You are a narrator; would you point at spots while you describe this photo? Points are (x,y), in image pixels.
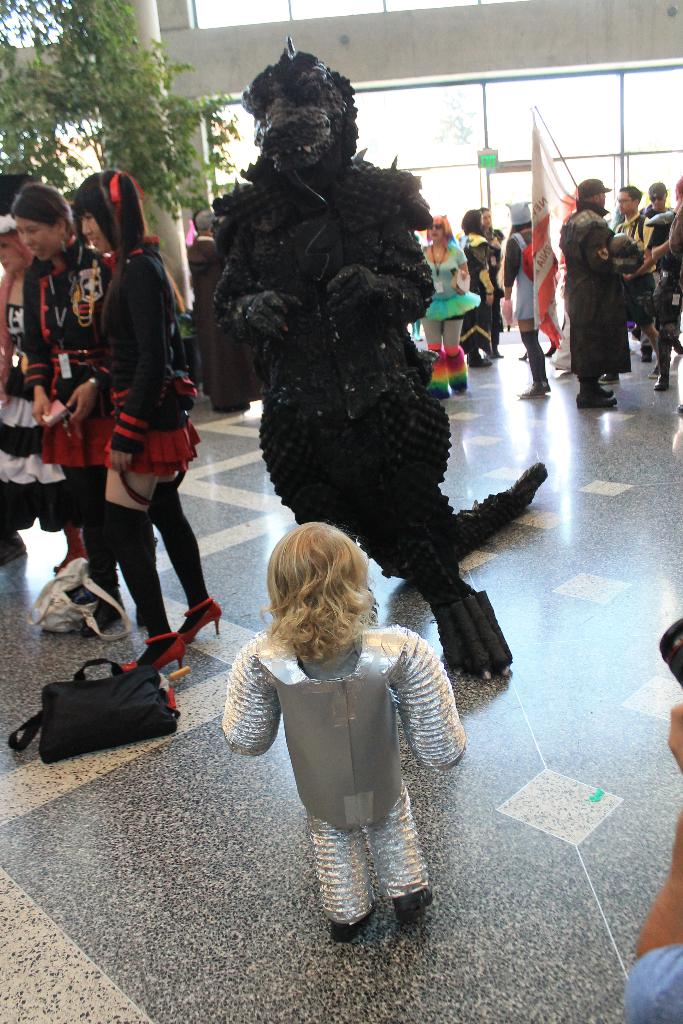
This image is taken indoors. At the bottom of the image (318,882) there is a floor (579,655). In the background (360,36) there is a wall (475,44) with a door (519,170) and there is a tree (139,147). Many people (190,442) are standing on the floor (616,393) and a few (475,264) are walking on the floor (229,604). In the middle of the image (306,435) there is a person (350,288) in a monster costume (384,480) and there is a kid (325,836).
